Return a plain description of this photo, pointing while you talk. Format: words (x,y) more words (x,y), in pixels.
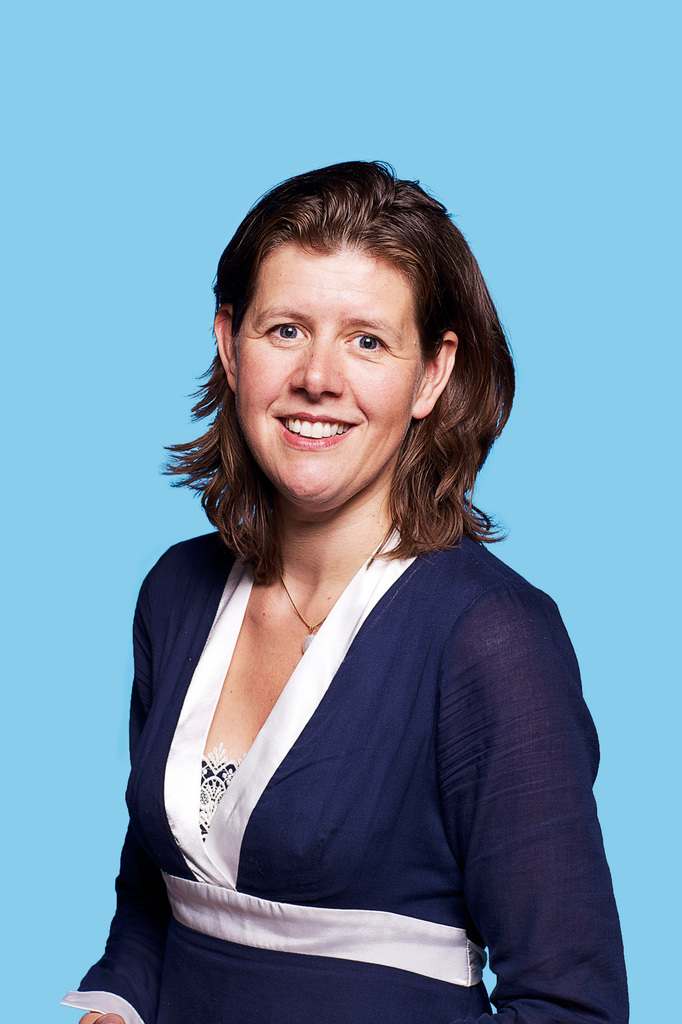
In this image we can see a woman (317,614) smiling and a blue background (220,176).
